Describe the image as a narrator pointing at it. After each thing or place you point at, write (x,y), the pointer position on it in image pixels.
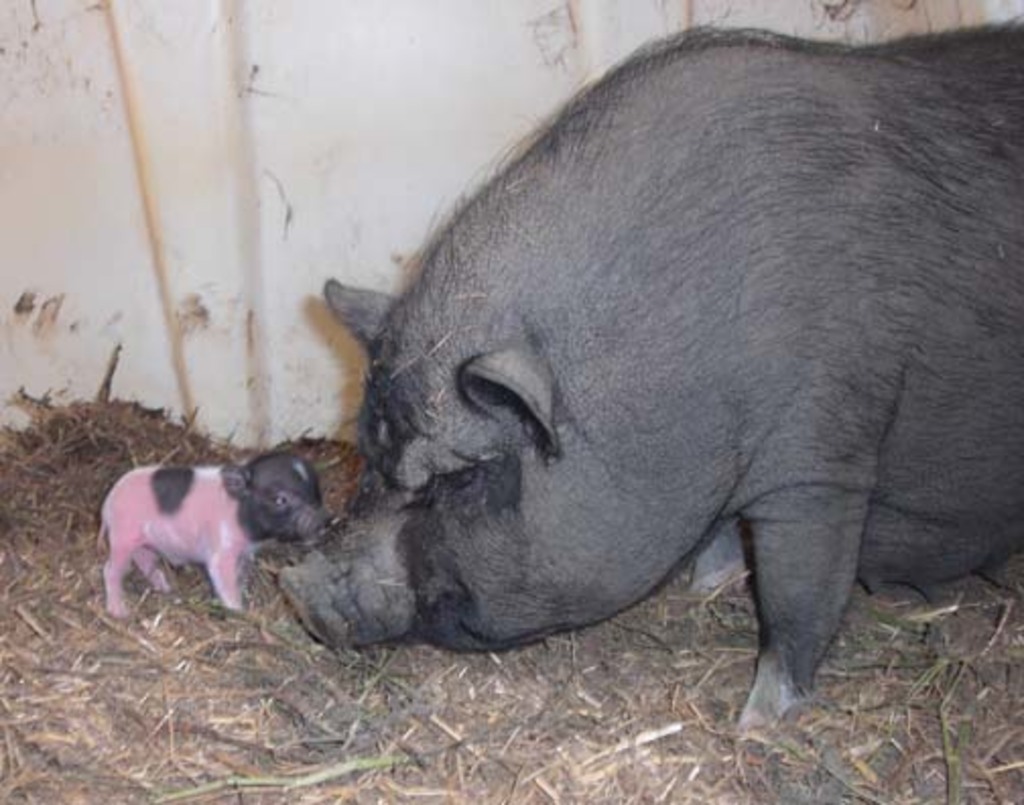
In this image there is a pig (1005,453) and a baby pig (297,498), in the background (383,3) there is a wall (383,3), at the bottom (226,753) there is some material (474,735).
